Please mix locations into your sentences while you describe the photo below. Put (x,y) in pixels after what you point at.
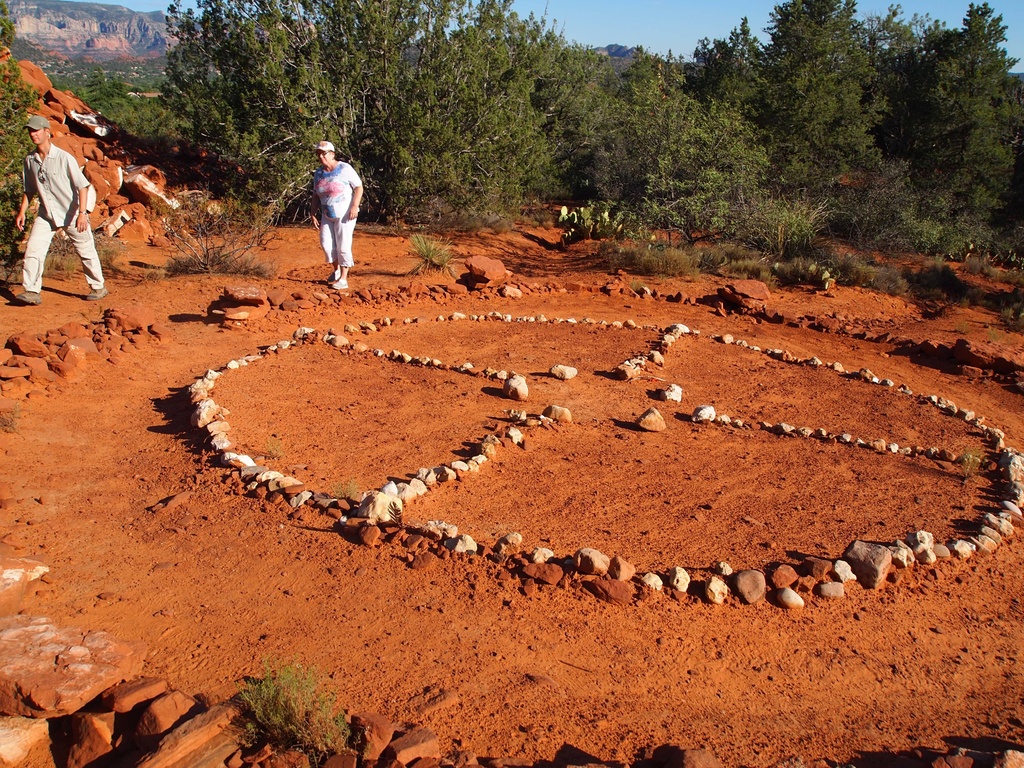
In this image I can see two people (69,167) with the dresses (53,163) and caps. I can see the stones (370,501), plants (418,237) and many trees (534,143). In the background (20,41) I can see the mountains (56,41) and the sky (595,32).
